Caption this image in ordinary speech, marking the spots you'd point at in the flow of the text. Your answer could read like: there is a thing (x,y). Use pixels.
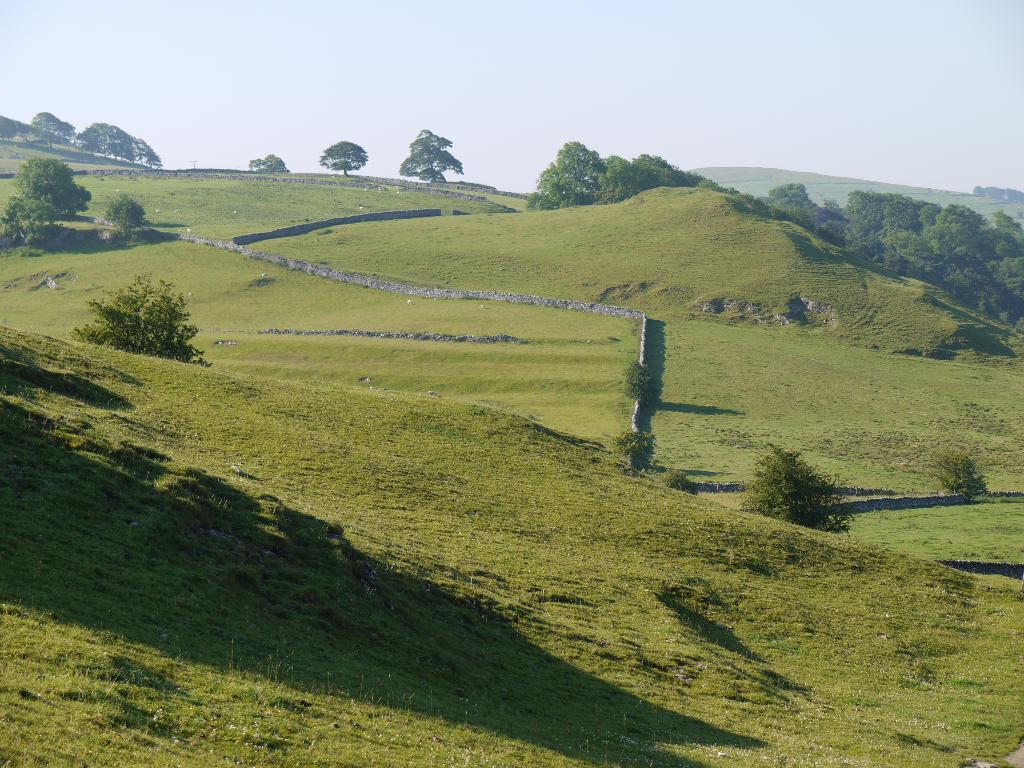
This picture is clicked outside. In the center (431,266) we can see the ground (451,226) is covered with the green grass (214,221) and we can see the plants (182,353) and some objects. In the background (732,55) we can see the sky (318,56), hills (417,252) and trees (121,132).
